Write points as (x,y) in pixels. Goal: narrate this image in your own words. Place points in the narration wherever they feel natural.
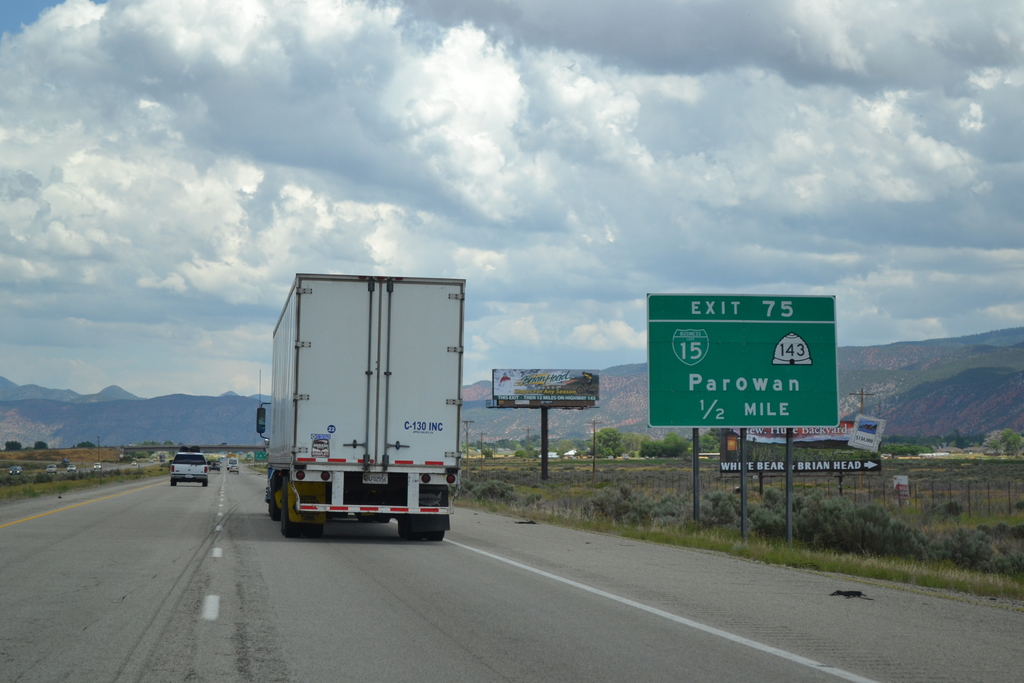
In this image we can see motor vehicles (352,476) on the road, advertisement boards (505,383), sign boards (655,378), grass (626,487), bushes (752,511), hills (949,408), poles (546,475) and sky (277,157) with clouds (459,151).
